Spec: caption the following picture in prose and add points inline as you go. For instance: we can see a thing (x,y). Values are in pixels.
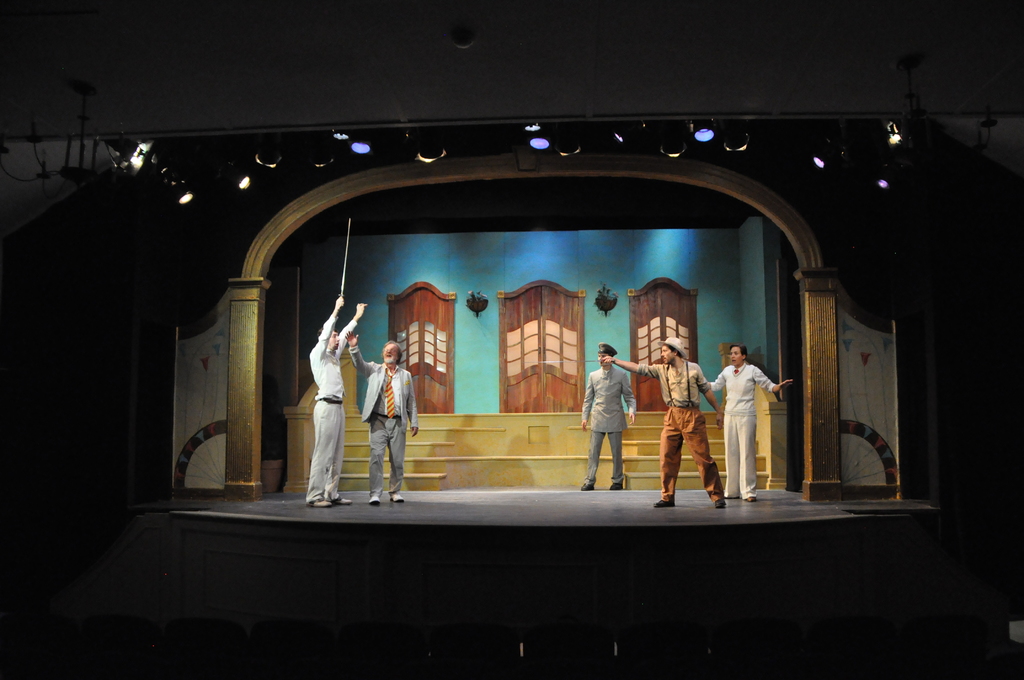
This image consists of five persons (586,417). Its looks like they are acting in a play. In the background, we can see three doors (661,330). At the top (896,125), there are lamps (125,160) hanged to the roof (708,87). At the bottom (440,619), it is too dark.
